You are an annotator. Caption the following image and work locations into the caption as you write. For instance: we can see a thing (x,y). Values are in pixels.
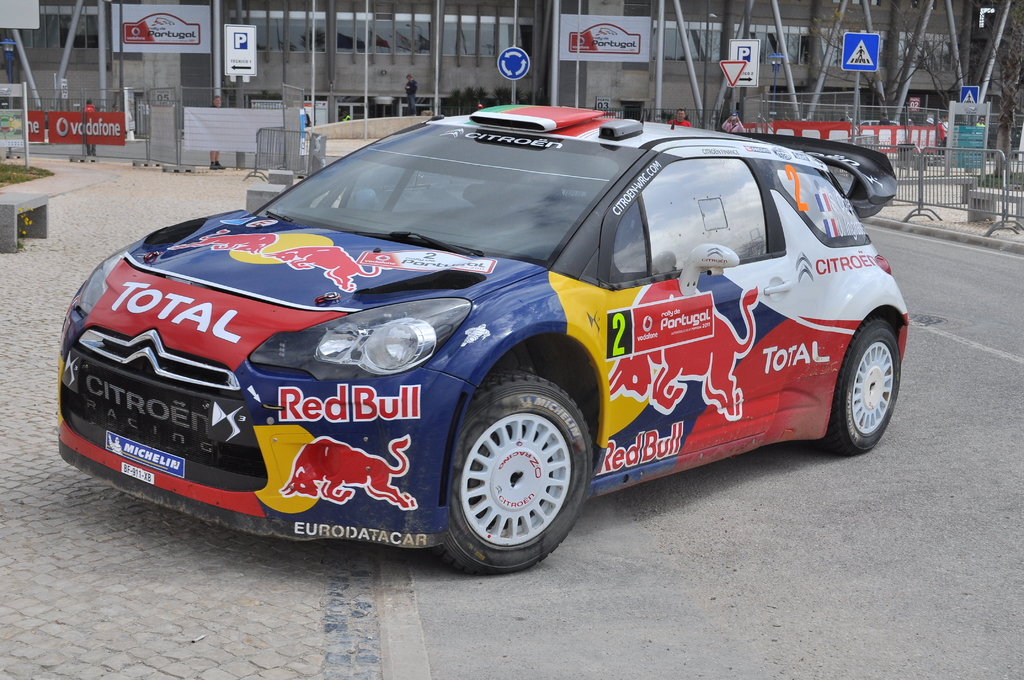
In this image, this looks like an auto racing car (552,373). These are the sign boards (252,48), which are attached to the poles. I can see the barricades (948,170). Here is a person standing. This looks like a building (757,34) with the glass doors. I can see the trees (1006,40). On the left side of the image (8,222), that looks like a bench (47,204). I think this is a kind of a hoarding (69,127).
